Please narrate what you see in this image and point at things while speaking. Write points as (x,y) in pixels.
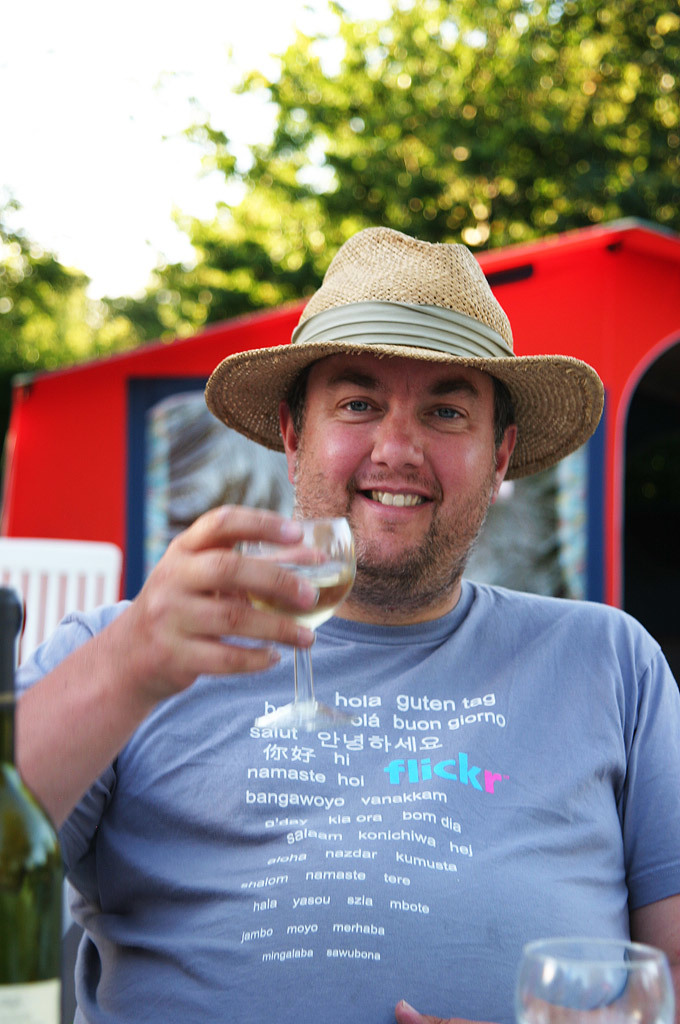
In this picture we can see a man (389,659) is smiling and holding a glass of drink (319,608), he wore a cap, at the right bottom (592,980) there is another glass (551,963), in the background (302,203) we can see trees (470,112), there is the sky (104,143) at the top of the picture (90,149), at the left bottom (22,910) there is a bottle (23,905).
